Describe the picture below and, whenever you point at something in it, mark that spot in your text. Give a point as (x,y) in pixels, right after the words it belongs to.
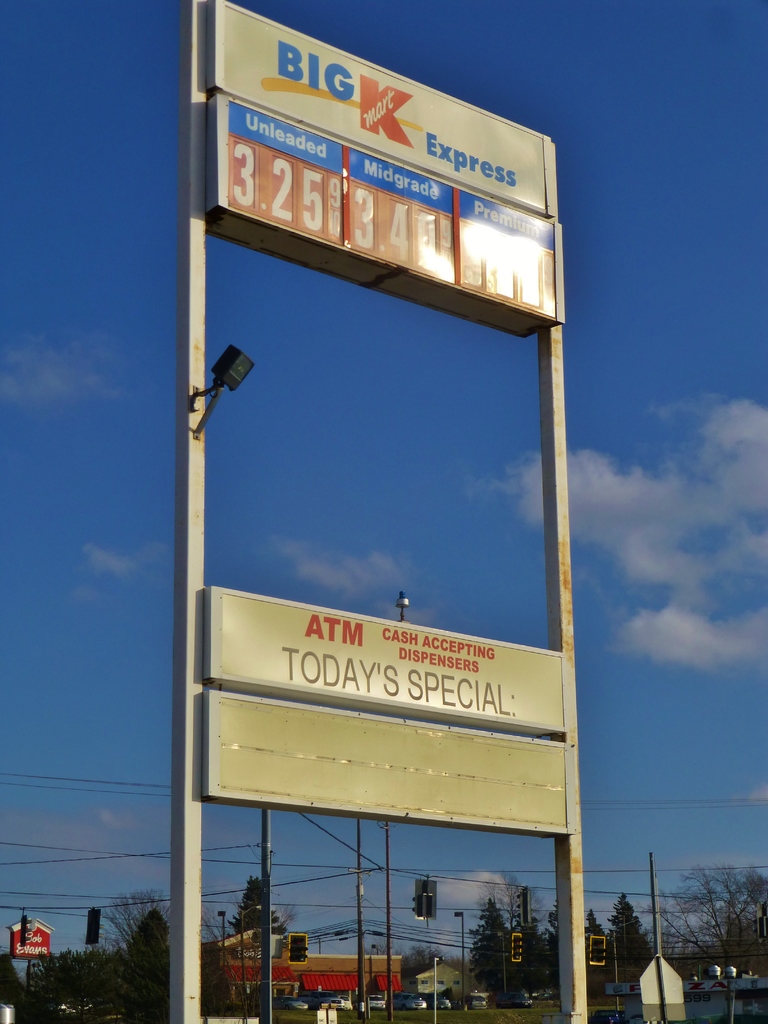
In this image we can see a hoarding (383,272) and a black colored object (215,376) attached to it, there are few poles (200,525), wires (340,926), traffic lights (516,947), buildings (353,971), trees (221,979), vehicles (374,1003) and the sky (739,552) with clouds (652,537) in the background (631,398).
